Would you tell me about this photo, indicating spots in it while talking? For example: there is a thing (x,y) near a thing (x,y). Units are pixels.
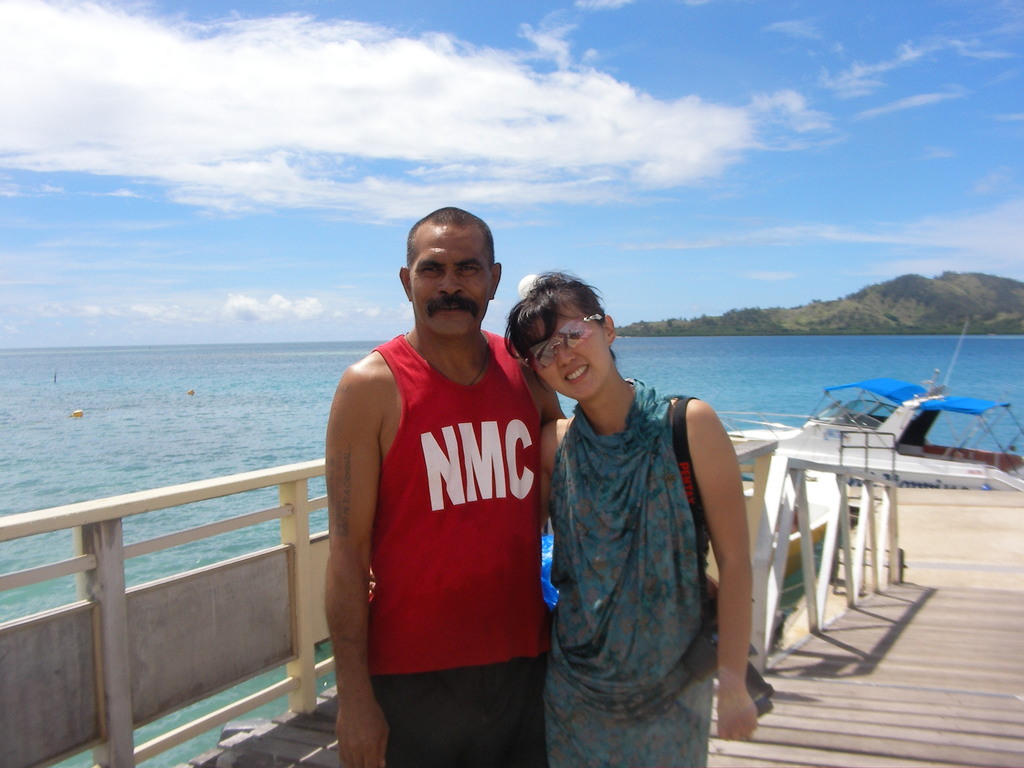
In the image we can see a man (471,463) and a woman (590,494) standing, wearing clothes (634,529) and the woman (639,498) is wearing spectacles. Here we can see wooden surface (861,714) and a wooden fence (254,609). Here we can see sea (150,415), hill (876,299), boat (907,468) and a cloudy pale blue sky (659,196).
